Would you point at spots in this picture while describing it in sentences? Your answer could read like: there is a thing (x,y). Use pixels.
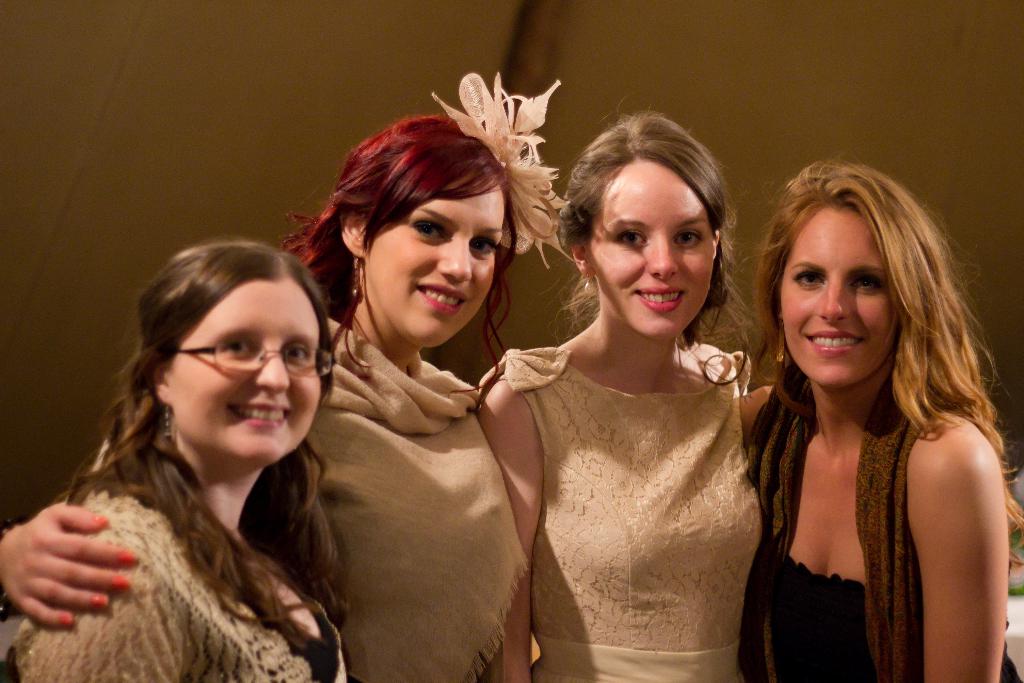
Four women (665,457) are standing wearing clothes (488,456), this is wall (585,82).
